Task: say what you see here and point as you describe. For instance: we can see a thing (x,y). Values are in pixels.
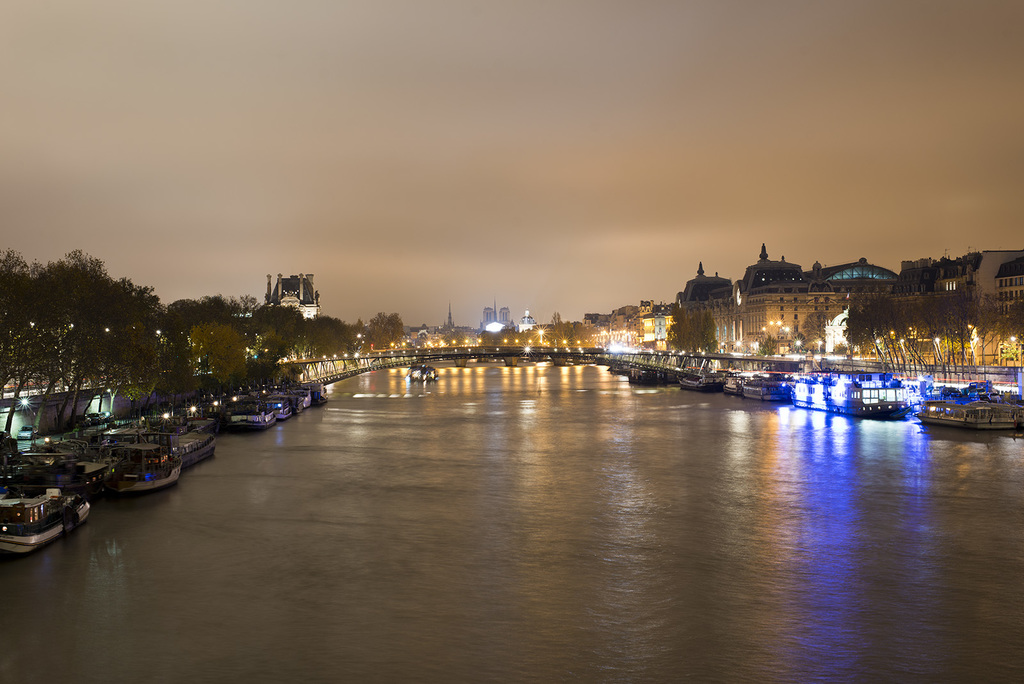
In the picture I can see boats (248,411) on the water (627,438). In the background (769,322) I can see buildings (791,324), trees (338,339), street lights (407,342) and some other objects (429,357). I can also see the sky (390,177).
